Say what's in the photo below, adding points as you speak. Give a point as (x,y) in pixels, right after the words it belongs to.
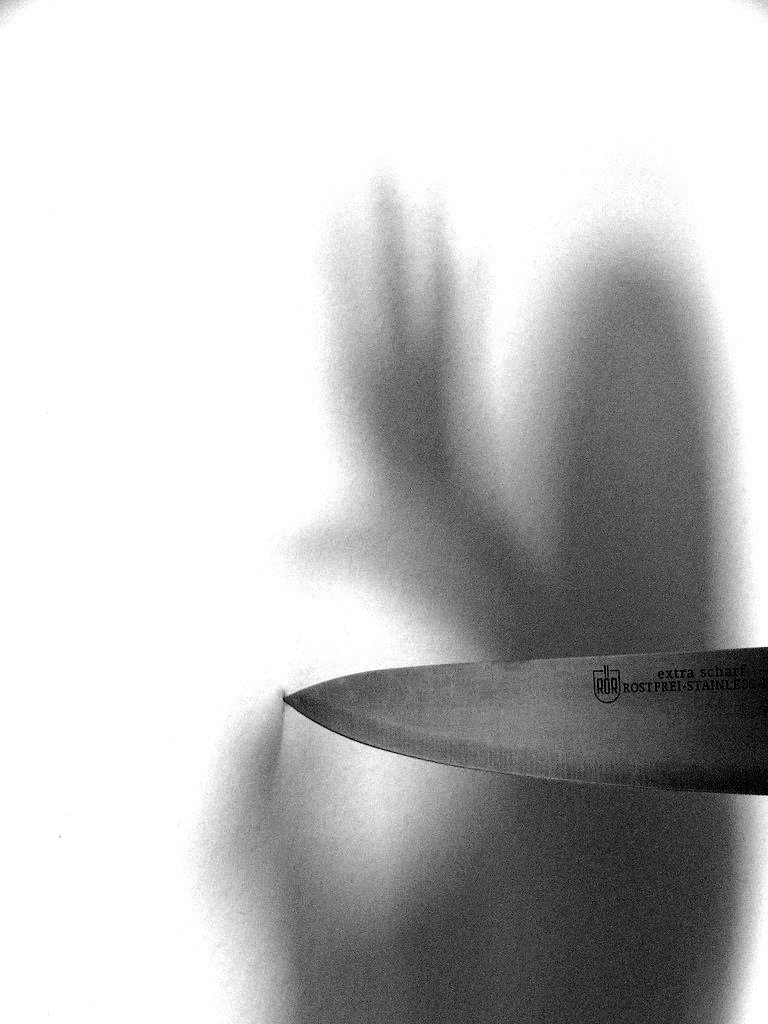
In this image we can see a knife (585,684) and a shadow (537,526).
